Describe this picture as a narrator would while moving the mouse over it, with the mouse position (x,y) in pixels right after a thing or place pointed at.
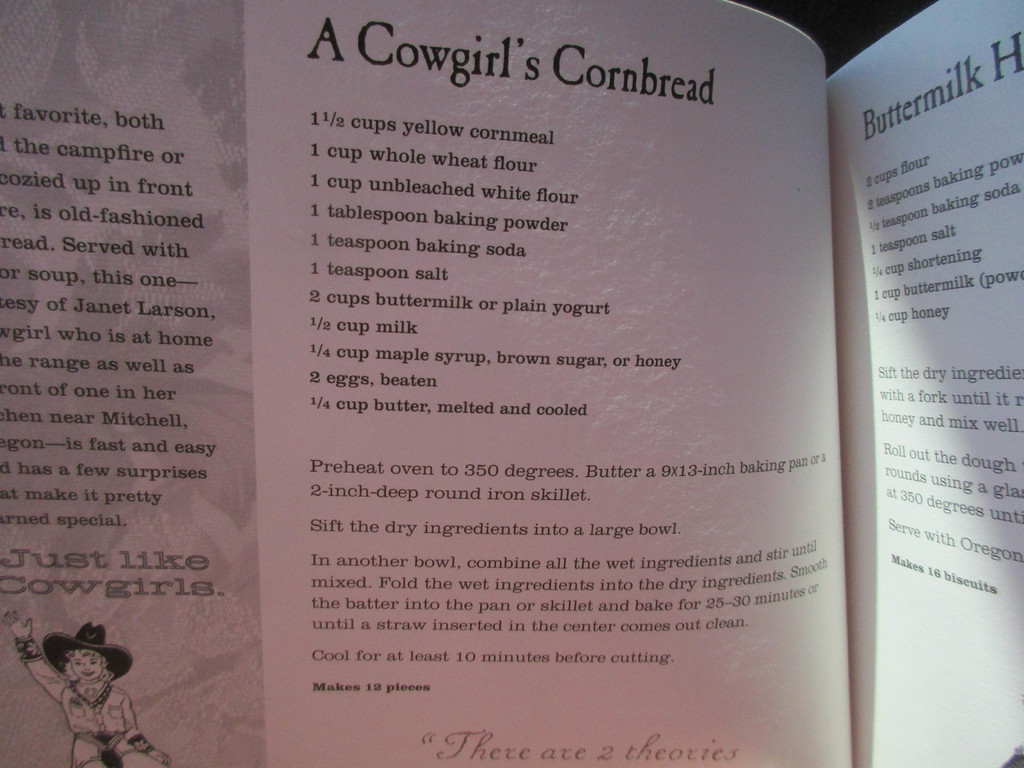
In this image I can see pages (545,345) and on these pages (390,472) I can see something is written. Here I can see depiction of a person (101,673).
